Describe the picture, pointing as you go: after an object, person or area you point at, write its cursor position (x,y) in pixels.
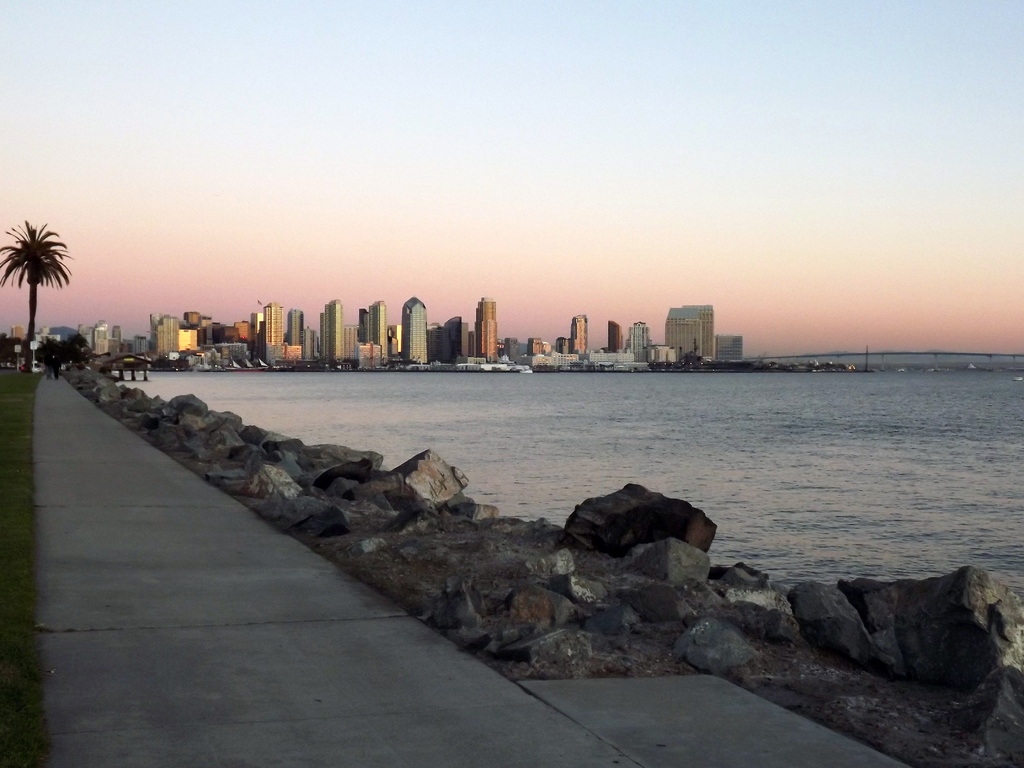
In the foreground of this image (163,619), there is a path (98,570). On the left (18,493), there is grass (19,438). In the middle of the image (407,510), there are stones (641,605). On the right (942,448), there is water (782,379). In the background (410,369), there are buildings (281,344), a tree (19,281), bridge (1009,355) and the sky (412,88).
